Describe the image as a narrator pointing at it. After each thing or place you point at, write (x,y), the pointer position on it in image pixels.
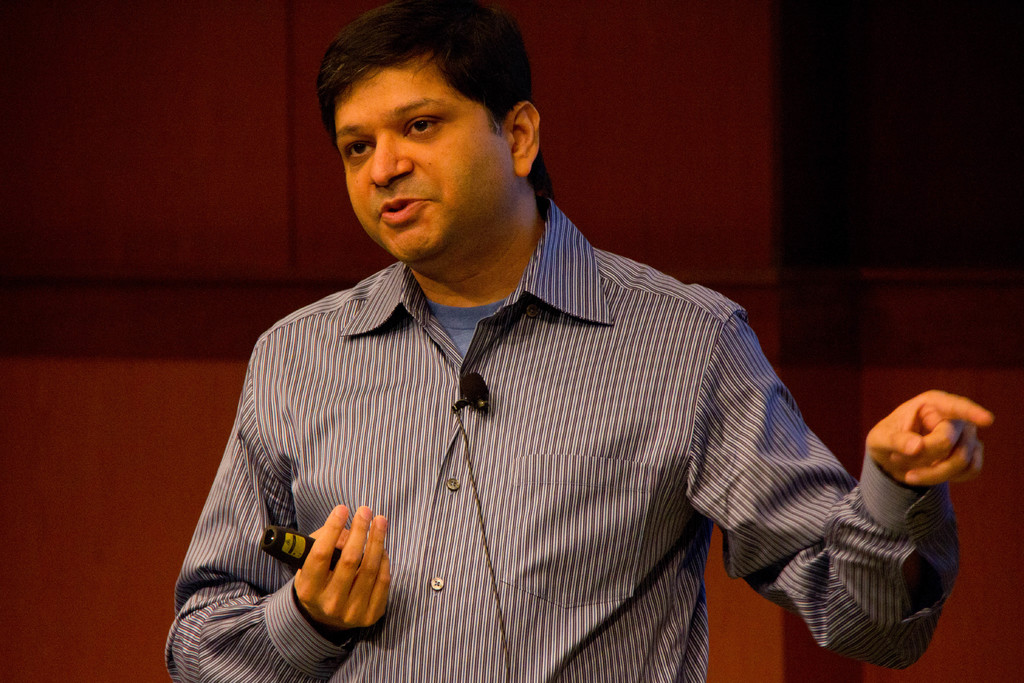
In this image I can see a person (518,503) is wearing blue color shirt (606,476) and he is holding something. Background (682,149) is in maroon and black color.
